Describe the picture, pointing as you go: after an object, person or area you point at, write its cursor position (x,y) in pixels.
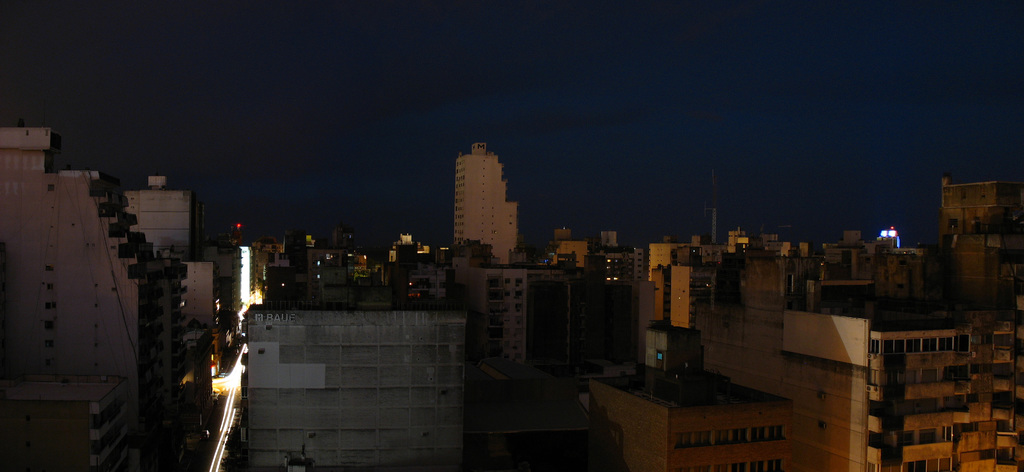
In this image I can see number of buildings (455,347), few windows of the buildings (470,360), the road (202,456), few lights (231,383) on the roads (236,399) and a metal tower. In the background (704,182) I can see the dark sky (568,130).
